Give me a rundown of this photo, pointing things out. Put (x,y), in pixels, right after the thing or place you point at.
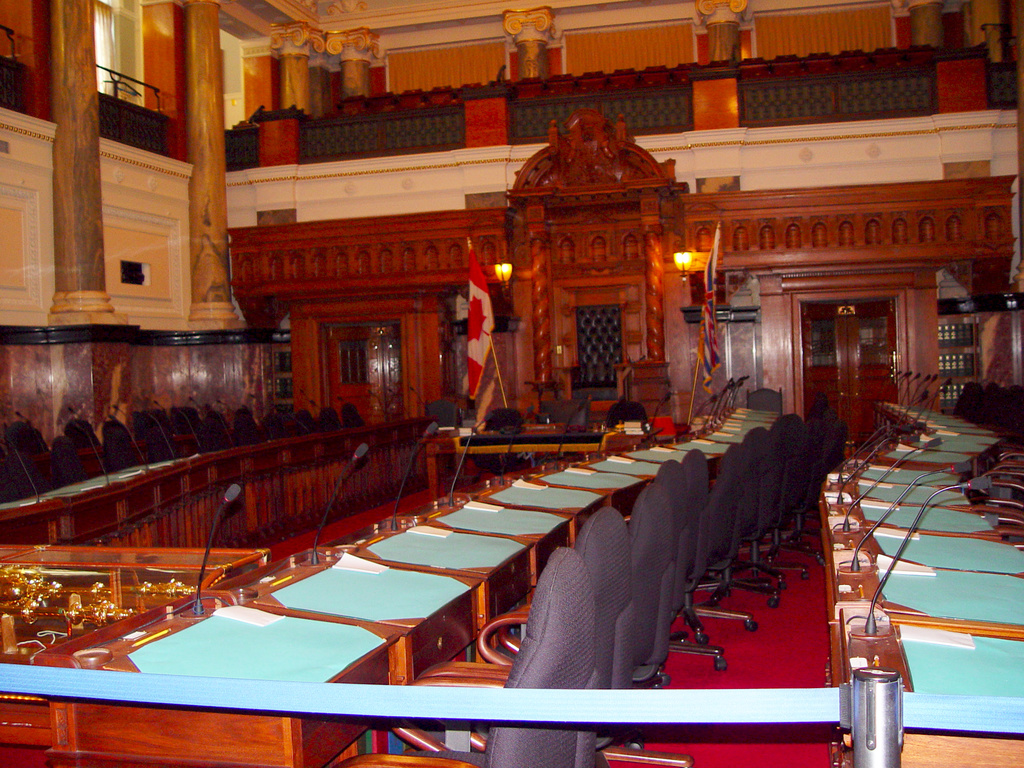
In this image, we can see the inside view of a building (300,166). Here we can see so many chairs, desks (961,478), microphones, flags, doors (395,406), lights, pillars (648,325), walls (255,269), railings (506,93), curtain (109,56) and few objects (965,341). At the bottom (880,708), we can see a rod (868,723), tape (720,718) and red surface (792,735).
